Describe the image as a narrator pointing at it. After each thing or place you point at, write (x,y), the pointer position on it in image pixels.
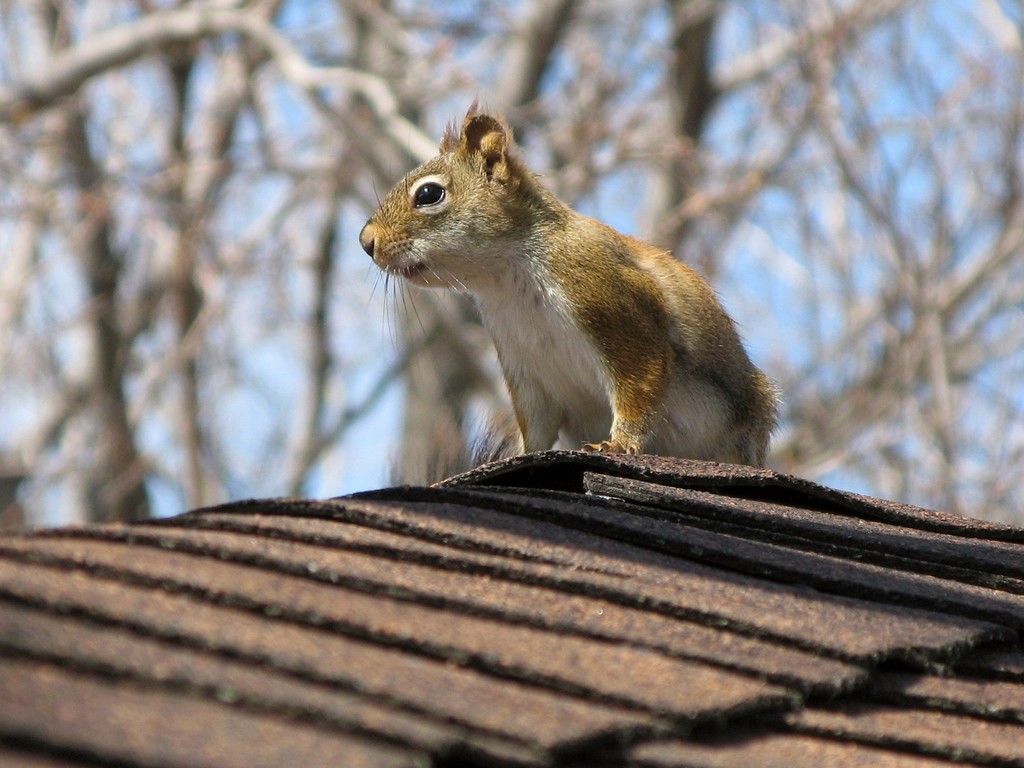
In this picture we can see an animal (630,377) and some objects (340,503) and in the background (200,217) we can see trees (610,118), sky (496,66) and it is blurry.
